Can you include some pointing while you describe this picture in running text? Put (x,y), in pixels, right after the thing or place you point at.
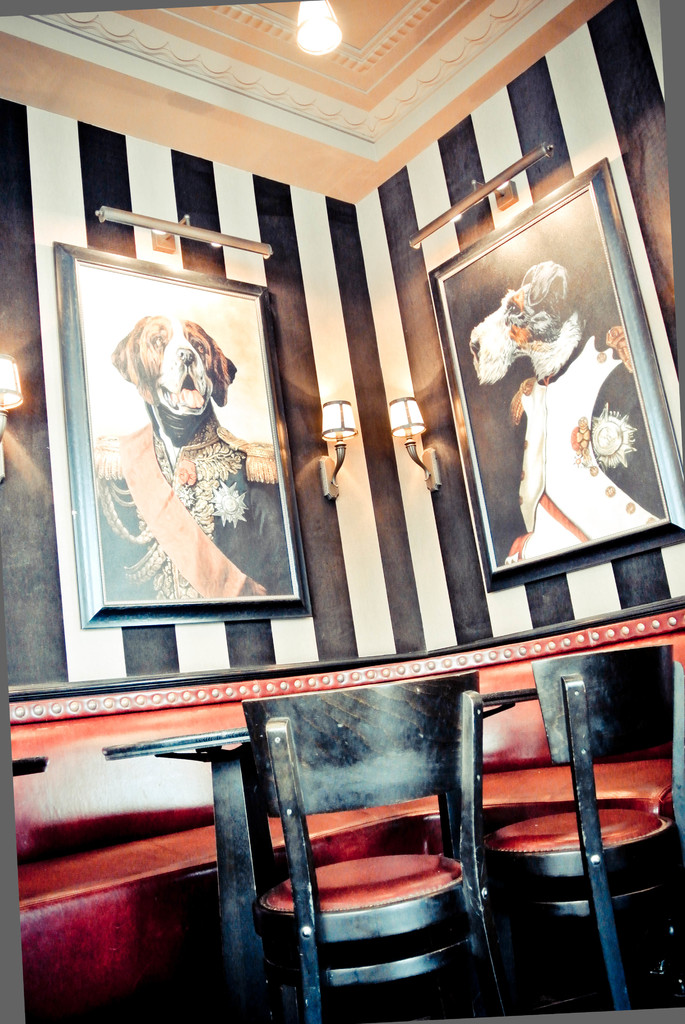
There are chairs (463,832) and this is wall (12,159). These are the frames (524,442) and there are lights (321,49).
